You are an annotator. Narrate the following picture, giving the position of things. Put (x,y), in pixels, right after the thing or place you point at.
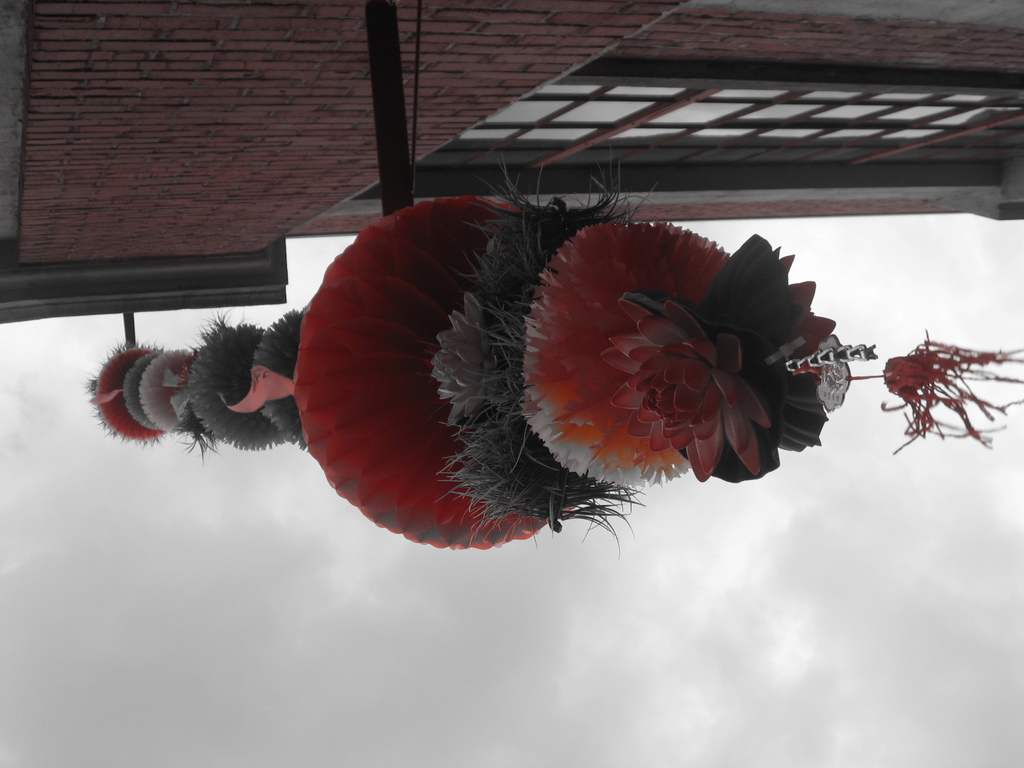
In the middle of this image (542,402), there is a decorative item (374,356) attached to a wall (269,97) of a building (315,99) which is having windows (570,99). In the background (324,540), there are clouds (318,602) in the sky (185,617).
